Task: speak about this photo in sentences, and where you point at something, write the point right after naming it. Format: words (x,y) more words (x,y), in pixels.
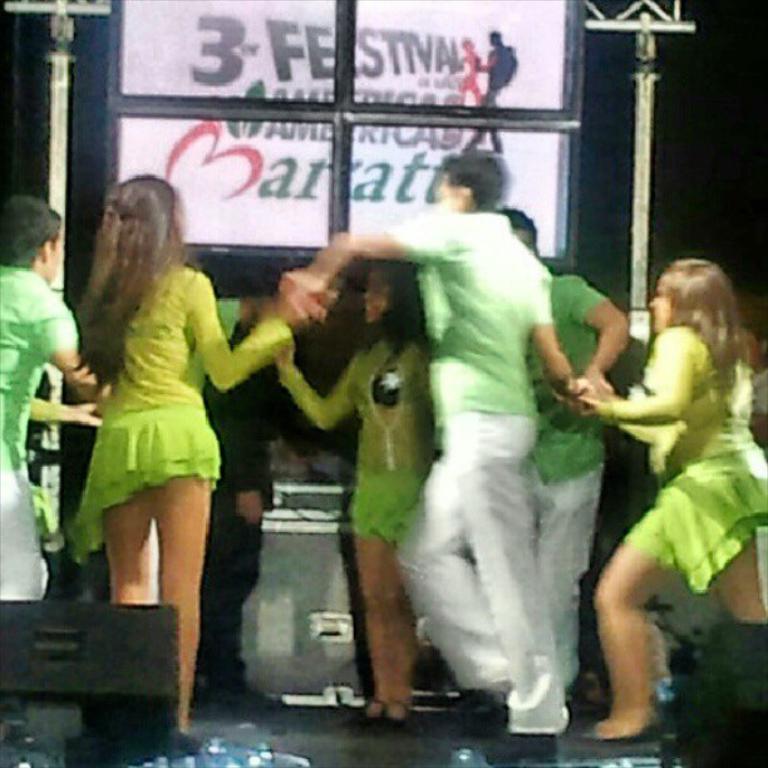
There are persons (431,220) in different color dresses (731,453) giving a performance on a stage (500,715) on which, there are speakers (764,740). In the background (682,144), there is a hoarding (275,183) and the background (26,63) is dark in color.
